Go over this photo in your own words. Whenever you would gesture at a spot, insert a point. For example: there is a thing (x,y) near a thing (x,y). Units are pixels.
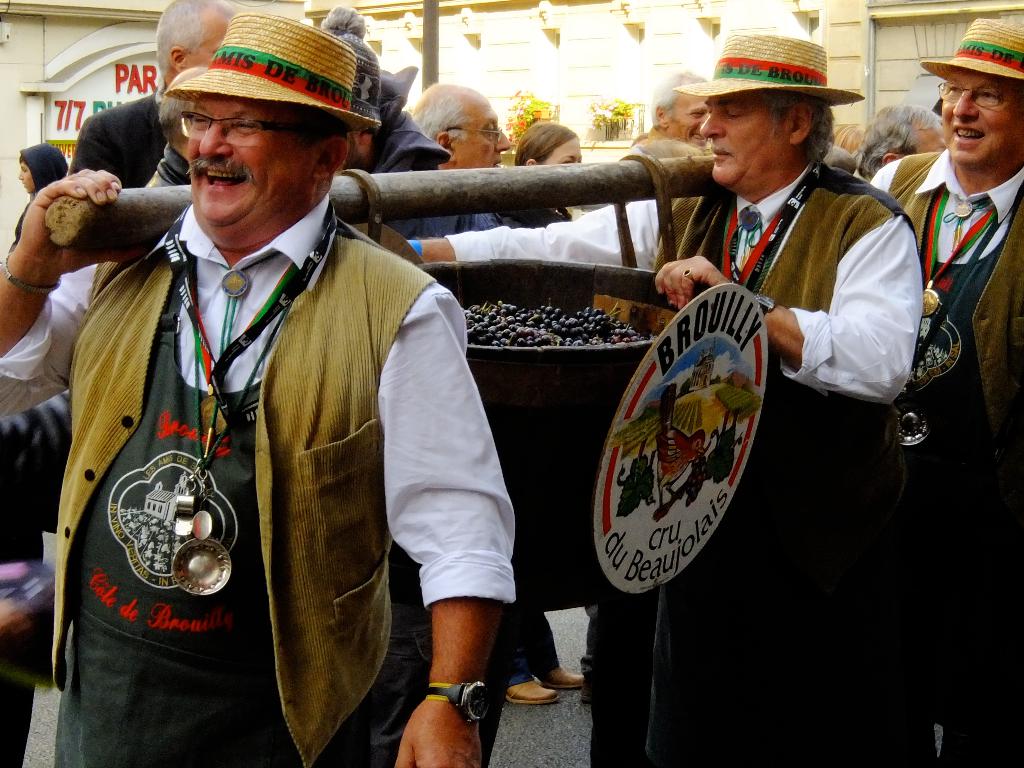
In the image there are a group of men (1017,312) in the foreground (780,302), among them two people (390,312) are carrying a drum (557,269) containing some berries (579,320) and the drum (569,277) is attached with a wooden pole (335,204), the people (641,233) are carrying the drum (620,213) with the help of the pole (614,178).
